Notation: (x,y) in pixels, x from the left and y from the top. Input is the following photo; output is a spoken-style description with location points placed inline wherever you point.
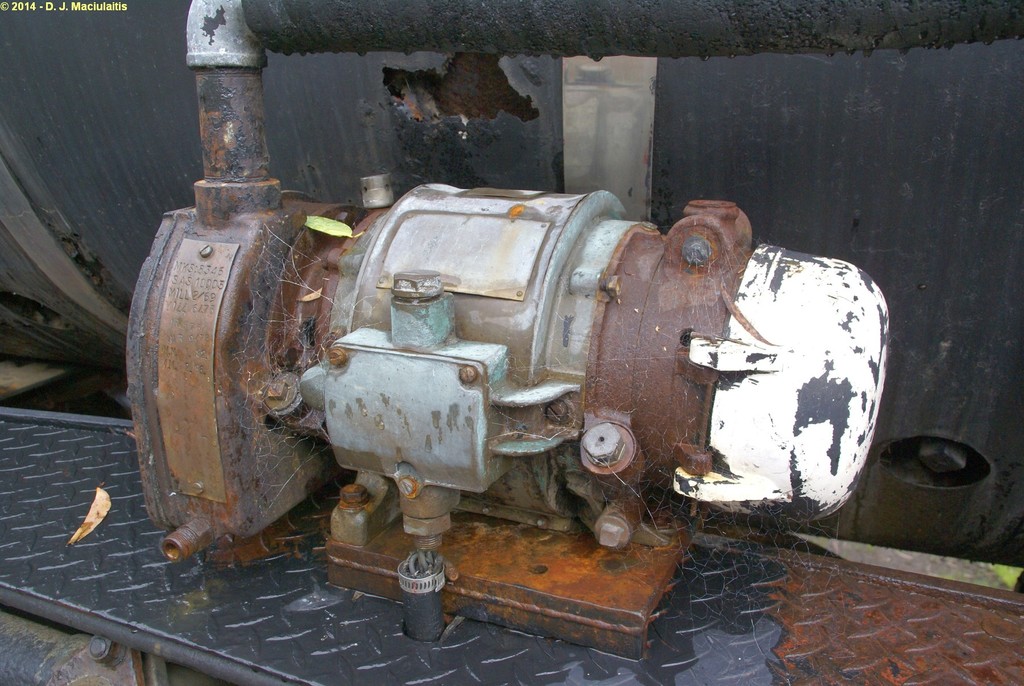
In this image I see a motor (345,530), which is on the iron platform (184,636) and it got rusted a bit.
